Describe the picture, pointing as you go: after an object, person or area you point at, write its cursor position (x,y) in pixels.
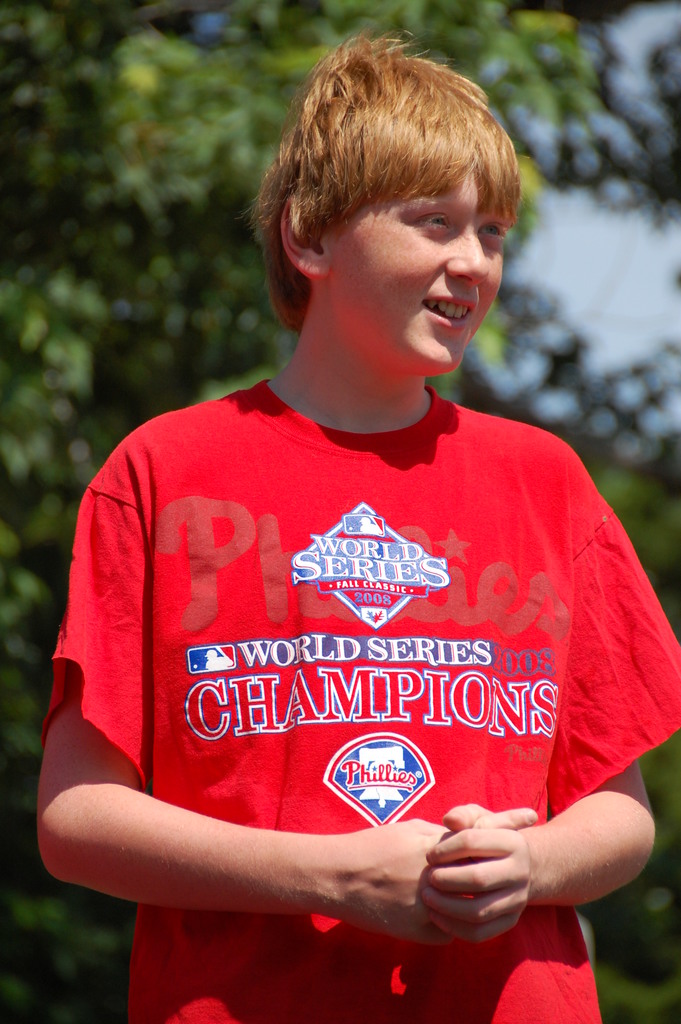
In this image a boy (446,509) wearing red t-shirt (328,478) is standing. He is smiling. In the background (248,208) there are trees (274,46).
